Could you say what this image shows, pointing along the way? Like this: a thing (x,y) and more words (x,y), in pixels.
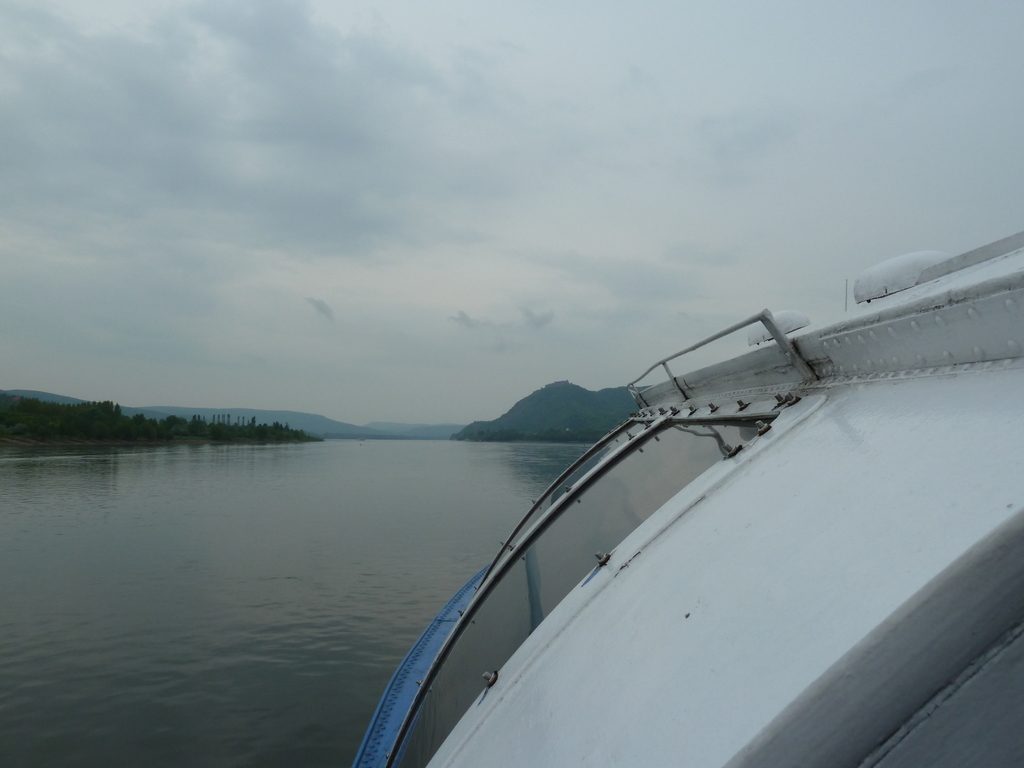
In this picture we can see a white color boat (662,621) in the water (338,479). Behind there are some mountain (513,414) with trees (140,429). Above there is a blue sky (289,154) with clouds (289,154).
